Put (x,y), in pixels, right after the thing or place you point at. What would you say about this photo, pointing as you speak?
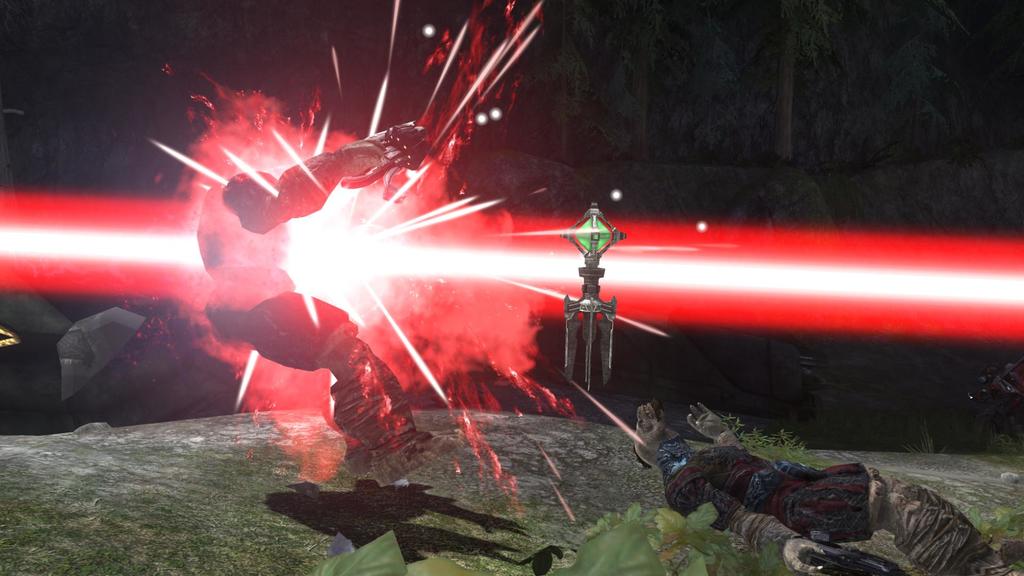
In this picture I can see the depiction image, where I can see 2 cartoon characters (301,216) and in the middle of this picture (584,221), I can see a green and silver color thing (588,239) and I can see the red and white color light (29,235). I see that it is dark in the background (342,70). On the bottom side of this picture (617,544) I can see the green color things (602,549).
